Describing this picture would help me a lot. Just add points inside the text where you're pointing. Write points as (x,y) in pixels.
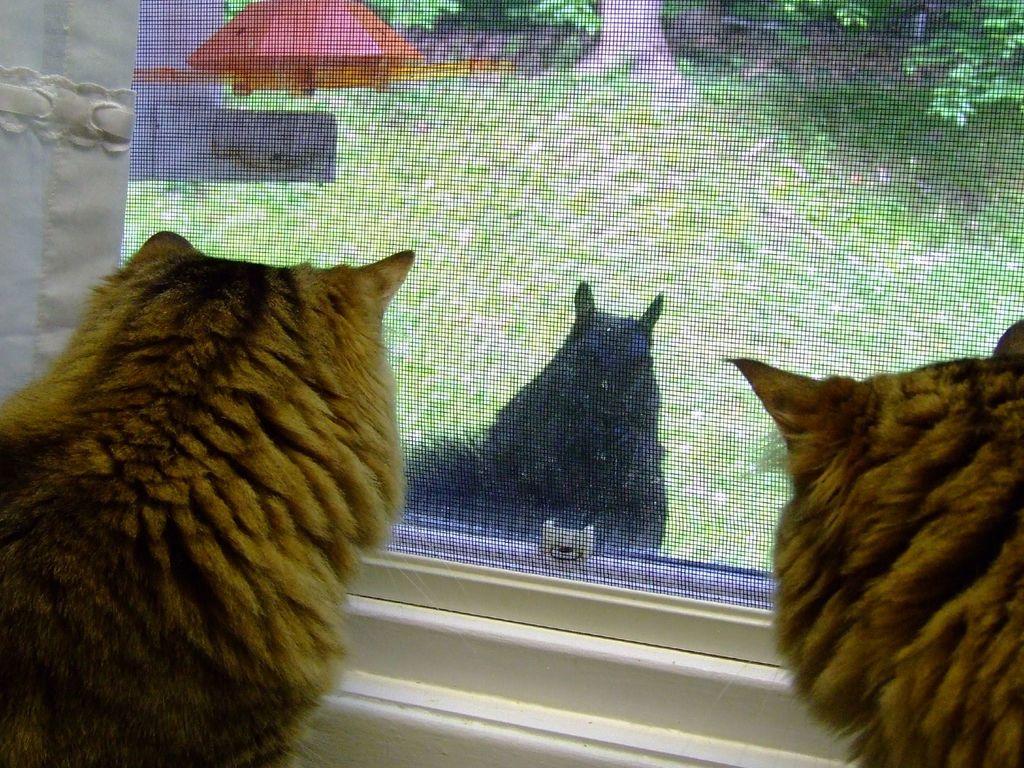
In this image we can see two animals (875,606). In the back (531,233) there is a screen (499,217). On the screen (546,250) there is another animal (582,330). Also there are branches (461,6) of trees (928,96) in the back (589,3).
